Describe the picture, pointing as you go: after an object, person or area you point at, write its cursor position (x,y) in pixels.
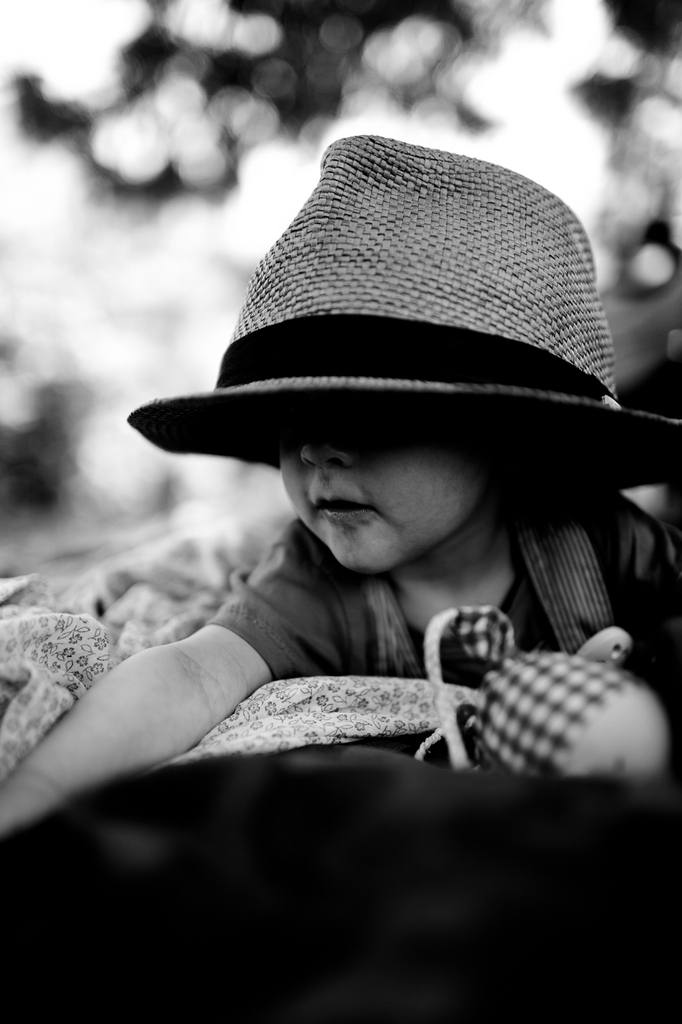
This is a black and white image. Here I can see a baby (382,530) is wearing cap (412,271). Beside her there is a bed sheet (197,609) and a toy (530,710). At the bottom (383,979) there is an object (329,836) which seems to be a bed (537,906). The background (155,184) is blurred.
